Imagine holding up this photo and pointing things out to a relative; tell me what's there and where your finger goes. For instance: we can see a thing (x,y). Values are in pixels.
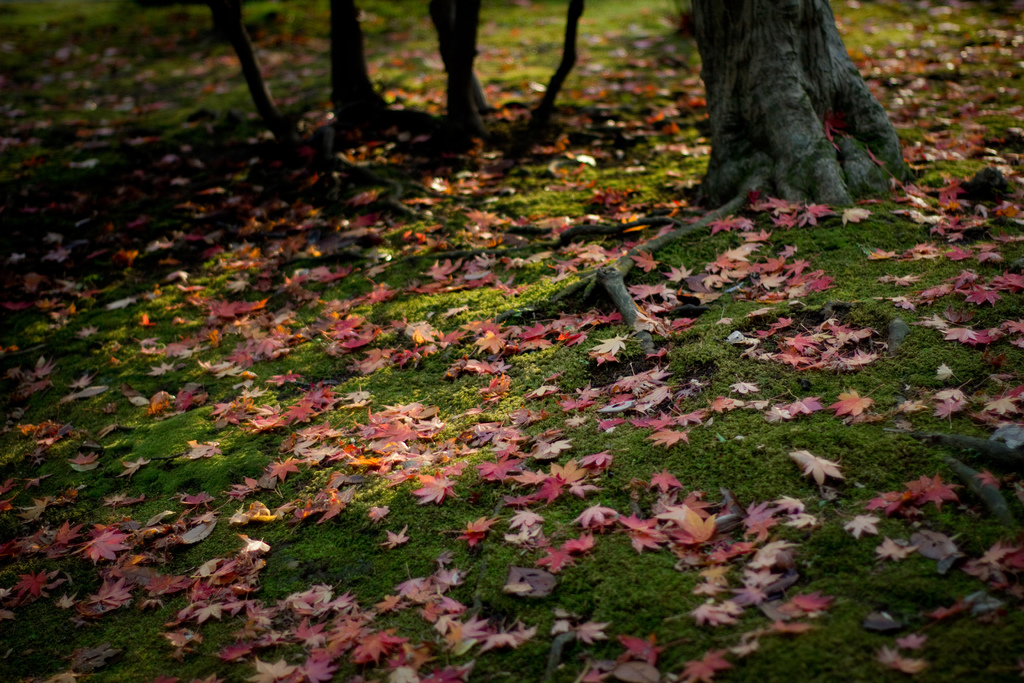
At the bottom of the picture (360,532), we see the grass (366,556) and the leaves (330,315) which are in pink and brown color. In the background (458,138), we see the stems (747,94) of the trees (836,187). This picture is blurred in the background (455,146).
